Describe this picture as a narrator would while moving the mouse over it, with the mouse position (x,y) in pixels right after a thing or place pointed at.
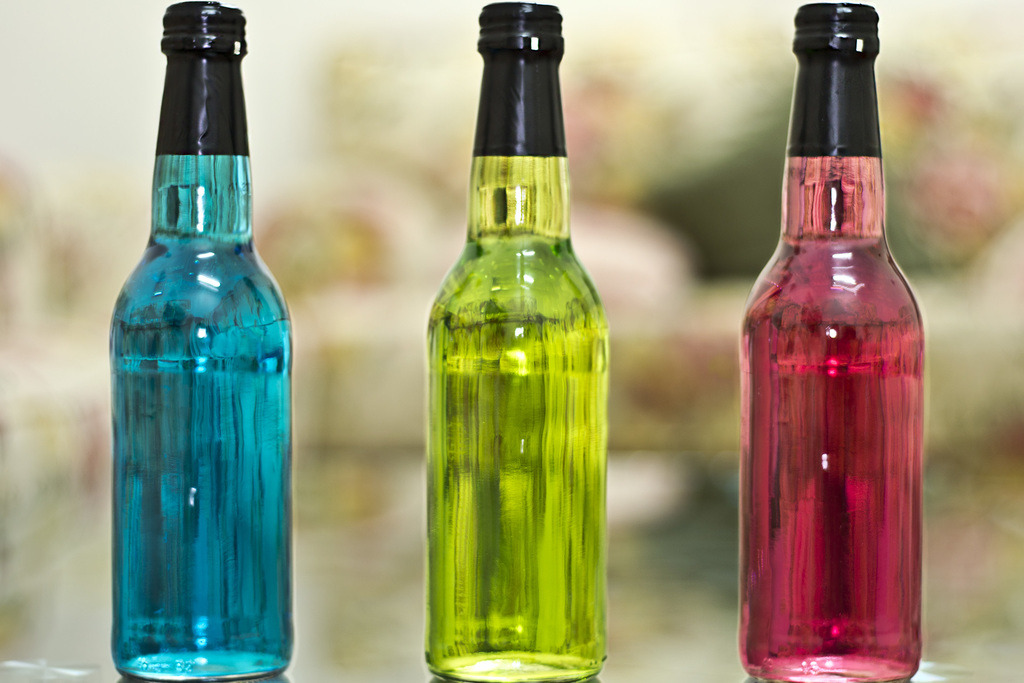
In the picture we can see three bottles (787,530) are placed on the surface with black caps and the background (69,443) is not clear.
